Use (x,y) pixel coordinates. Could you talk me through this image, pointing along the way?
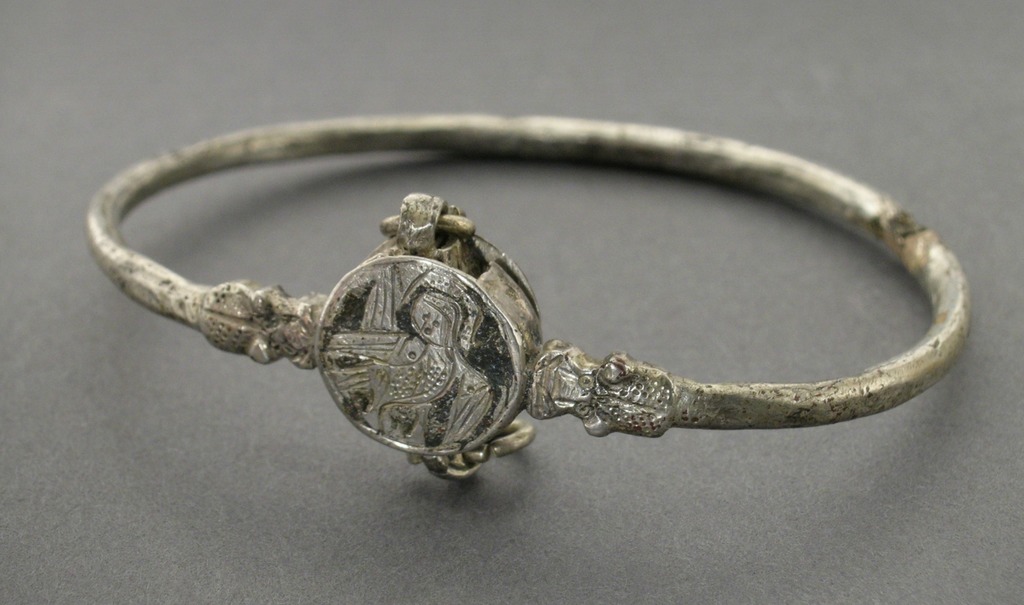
In this image I can see a bracelet (493,270) on a gray surface (408,180).
